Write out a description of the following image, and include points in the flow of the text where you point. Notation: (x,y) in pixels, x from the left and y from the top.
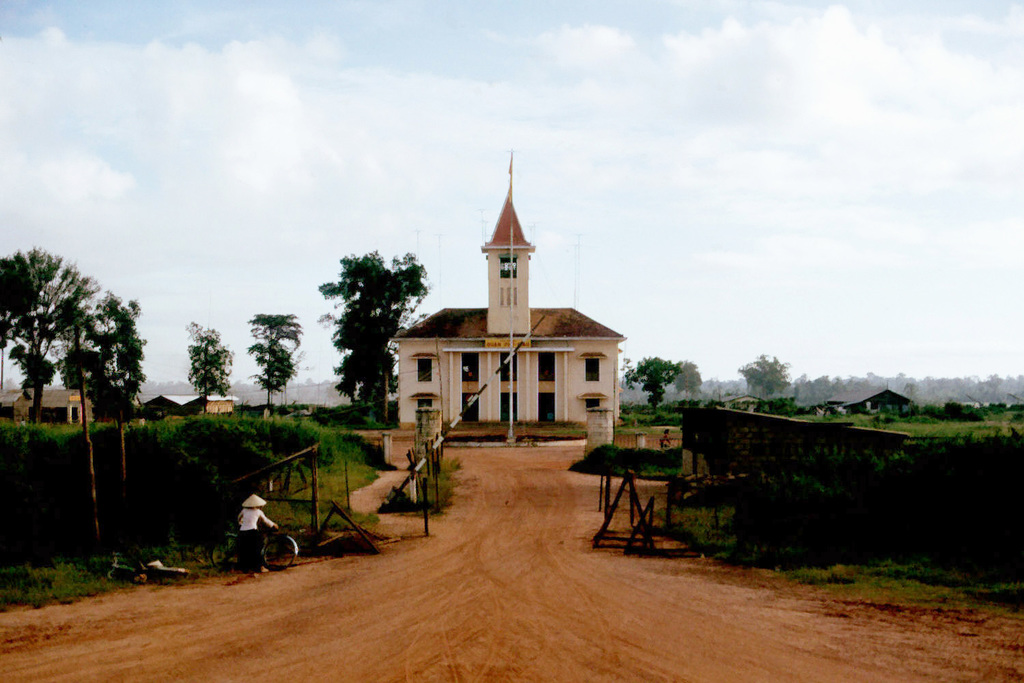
On the left side (255,498), there is a person (255,498) near a bicycle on the road (206,588), there are trees (1,346), buildings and plants (17,450). On the right side (1021,510), there are trees (865,383) and plants (801,416). In the background (611,372), there is a gate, there is a building (522,307) which is having windows (462,355), there are trees (852,377) and there are clouds (676,66) in the sky (432,141).
